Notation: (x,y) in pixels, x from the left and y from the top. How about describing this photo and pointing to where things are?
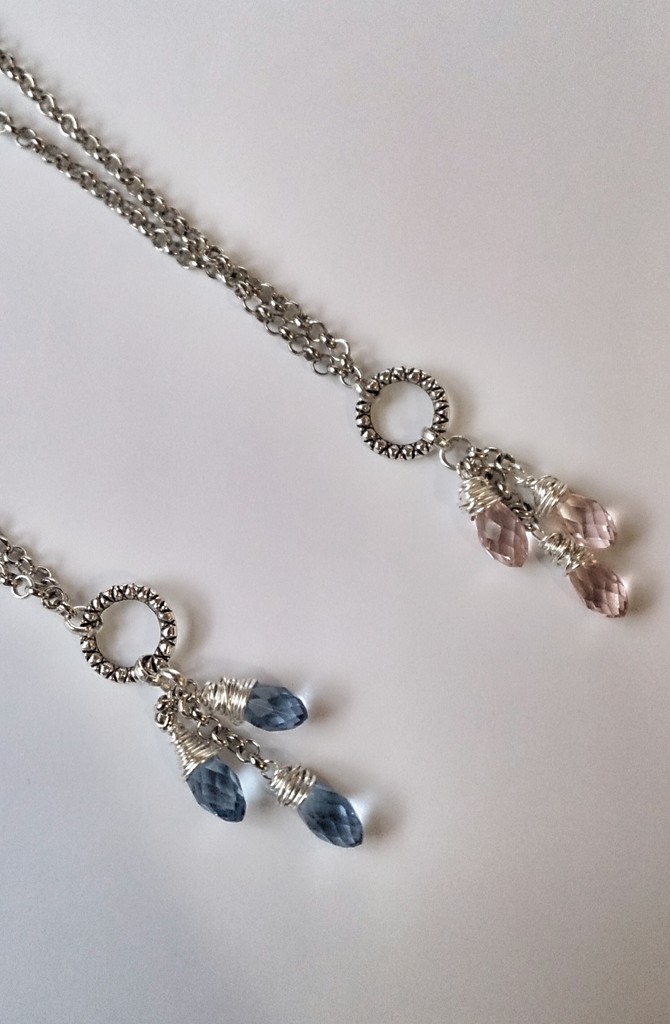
In this picture there are two chains (200,758) in the image.
